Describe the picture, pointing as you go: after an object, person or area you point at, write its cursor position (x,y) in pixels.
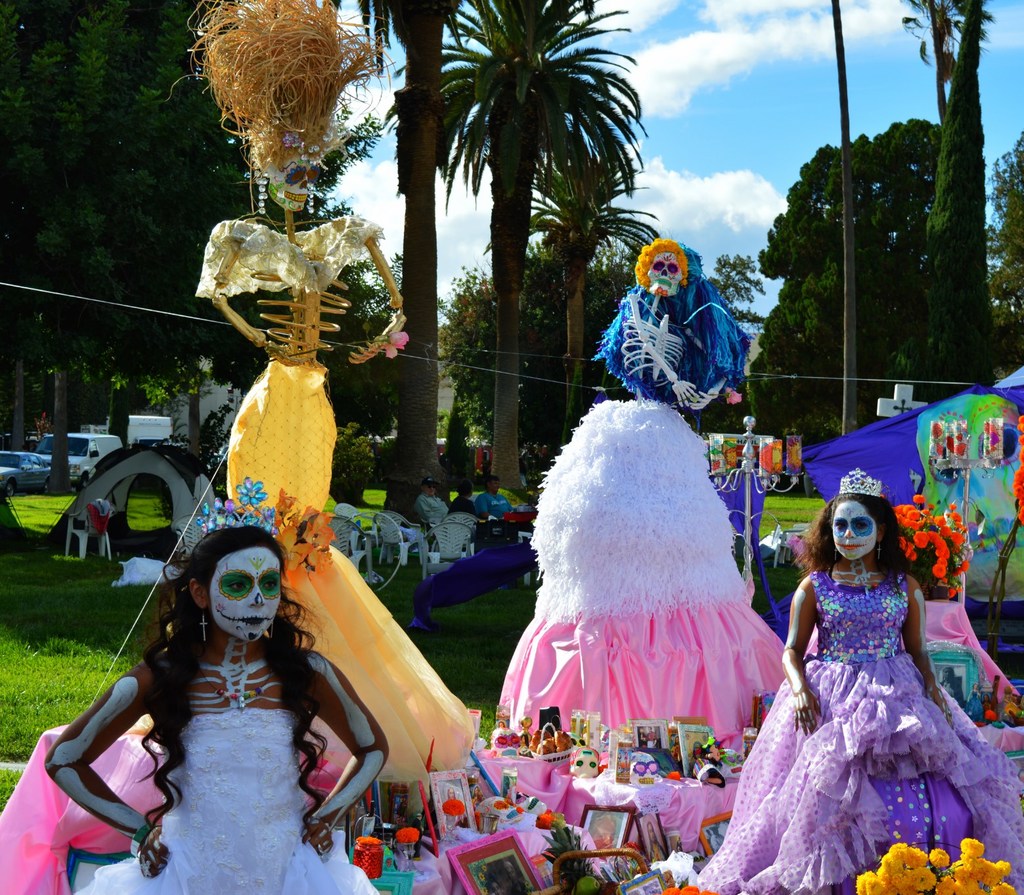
In this picture I can see 2 women (810,679) in front (878,573), who are wearing costumes (880,588) and I see painting (795,661) on their body (337,694) and I see few things (579,715) near them and behind them I can see 2 skeletons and on them I can see dresses (233,472). In the background (398,448) I can see number of trees (1013,149), chairs (338,511) on which there are few people (420,508), few cars (48,443) and the sky (857,121).
